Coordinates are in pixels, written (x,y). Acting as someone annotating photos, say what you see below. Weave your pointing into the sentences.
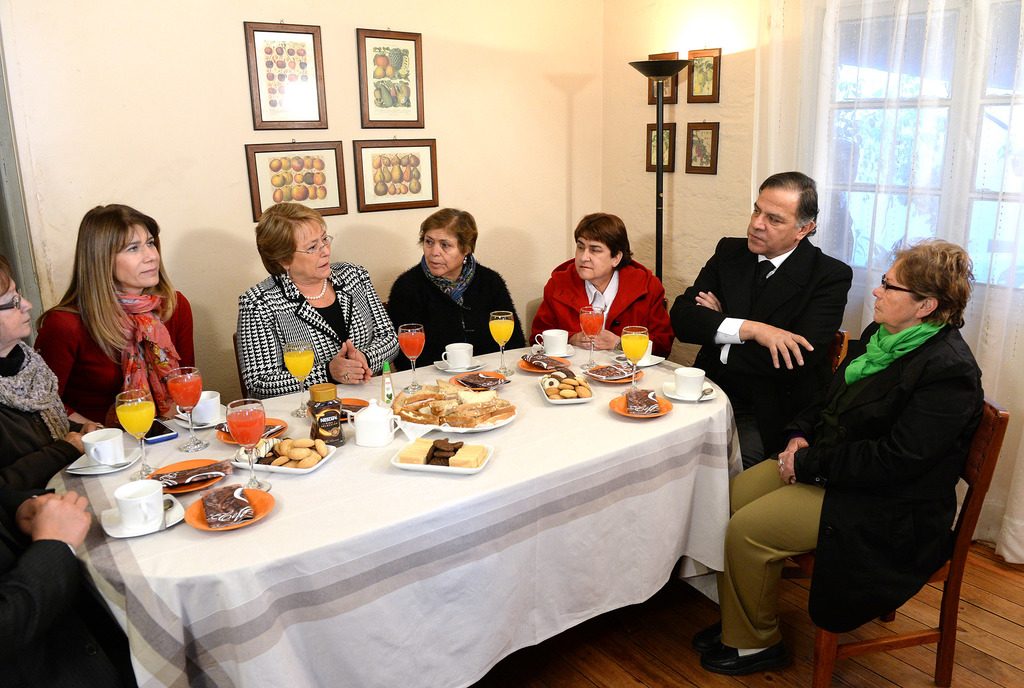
on the background of the picture (184,147) we can see a wall (496,86) in cream colour and few frames (701,154) over it. This is a window (950,131) with white curtain (863,123). This is a stand (661,278). Here we can see few persons (549,307) sitting on the chairs (1007,414) in front of a table (222,542) and on the table (389,586) we can see juice of glasses (302,380) and different types of cookies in a plate (616,408), cups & saucers (153,531). This is a floor (788,666).
